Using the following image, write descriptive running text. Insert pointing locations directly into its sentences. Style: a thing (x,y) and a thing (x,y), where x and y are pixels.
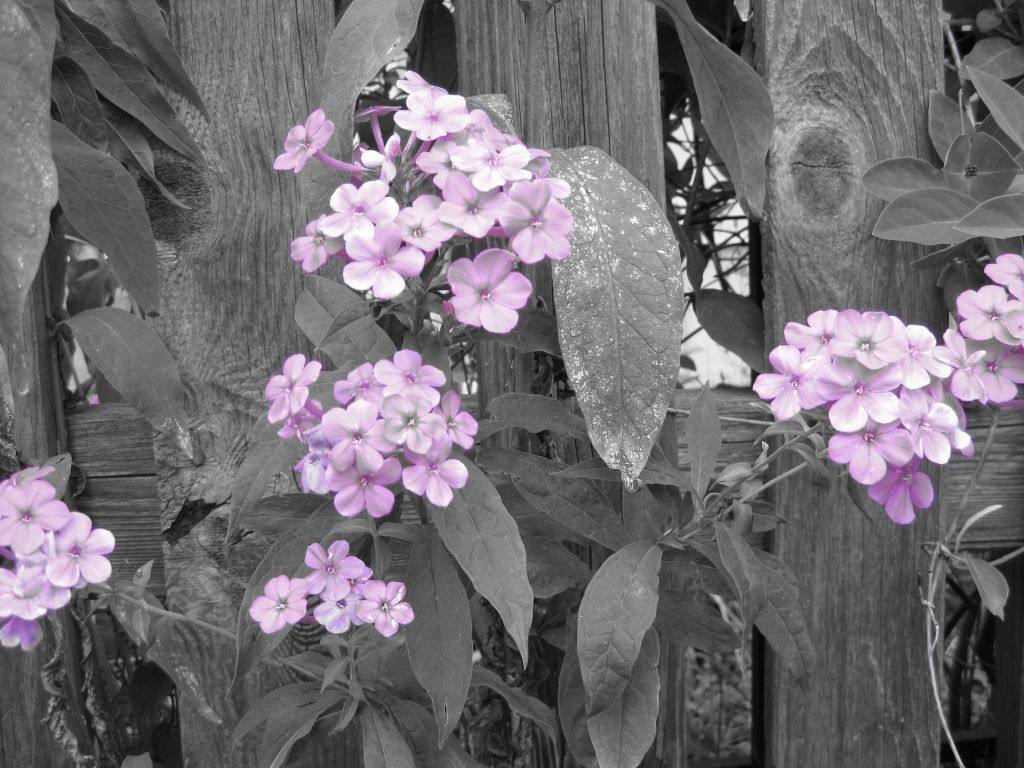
In this image I can see there are few purple flowers (357,505), there is a wooden fence (269,70) in the backdrop (781,33), there are leaves (720,148). This is a partly black and white image.
